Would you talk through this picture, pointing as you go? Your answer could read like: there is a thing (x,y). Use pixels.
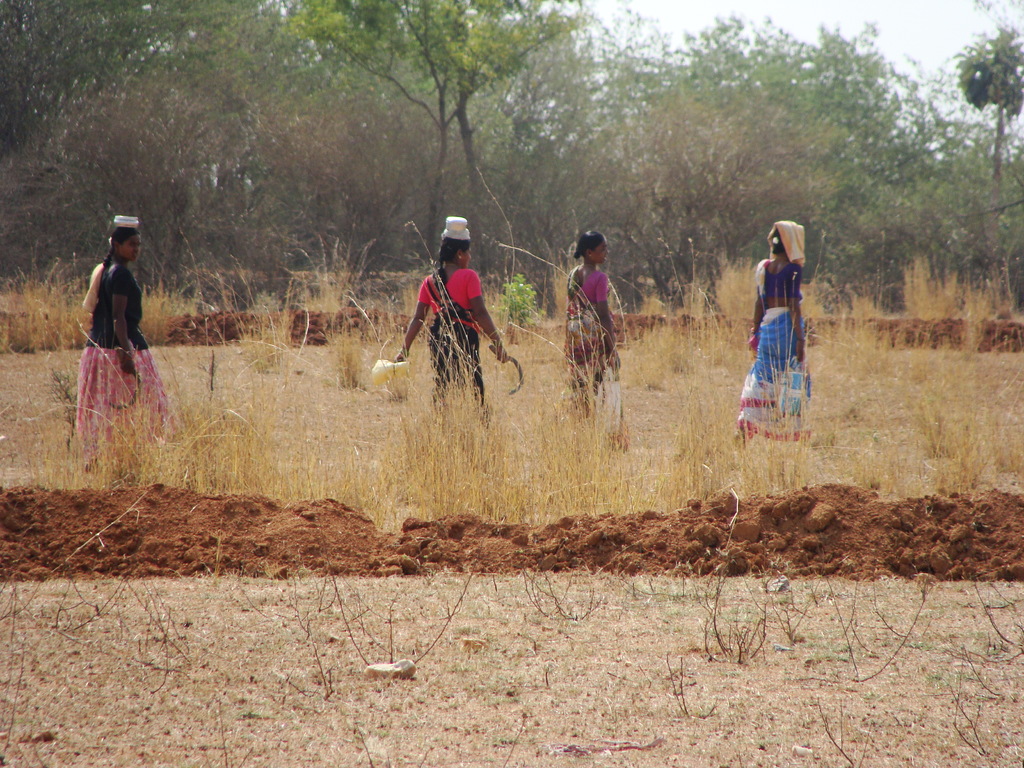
In the picture we can see some farmer woman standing in the crop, in the background (959,16), we can see some plants (170,136), trees (308,84) and some parts of the sky (902,36).
